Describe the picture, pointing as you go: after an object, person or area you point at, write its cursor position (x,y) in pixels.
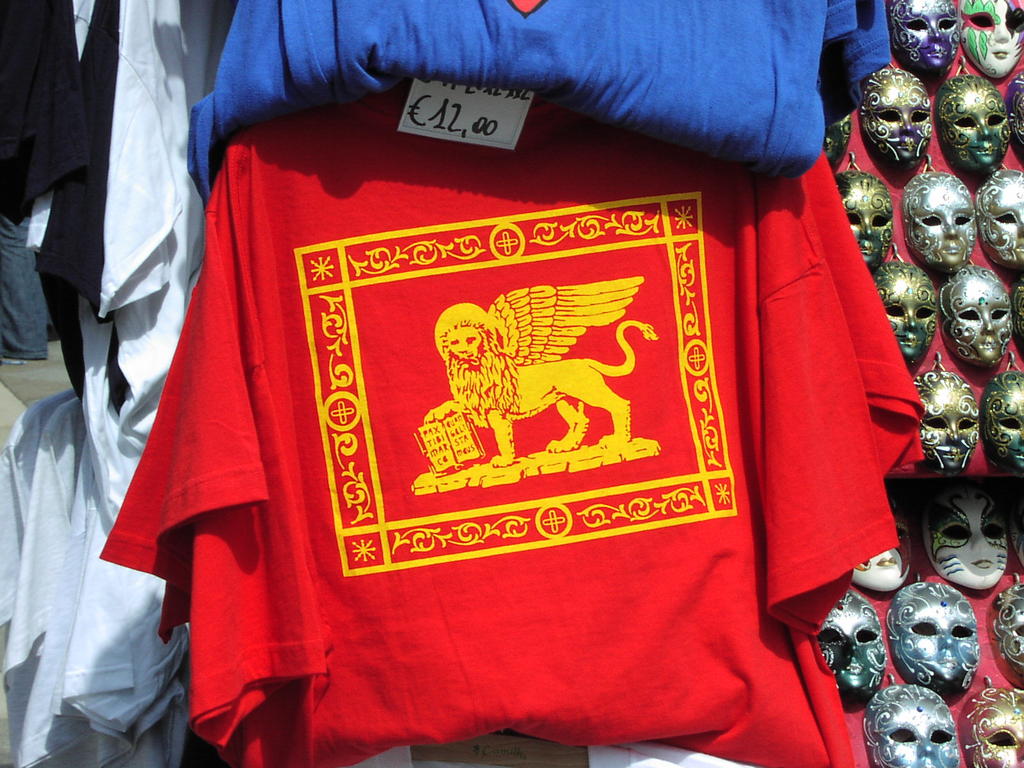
In the center of the image (429,302) there are clothes (277,461). On the right (973,354) we can see masks (983,288).
